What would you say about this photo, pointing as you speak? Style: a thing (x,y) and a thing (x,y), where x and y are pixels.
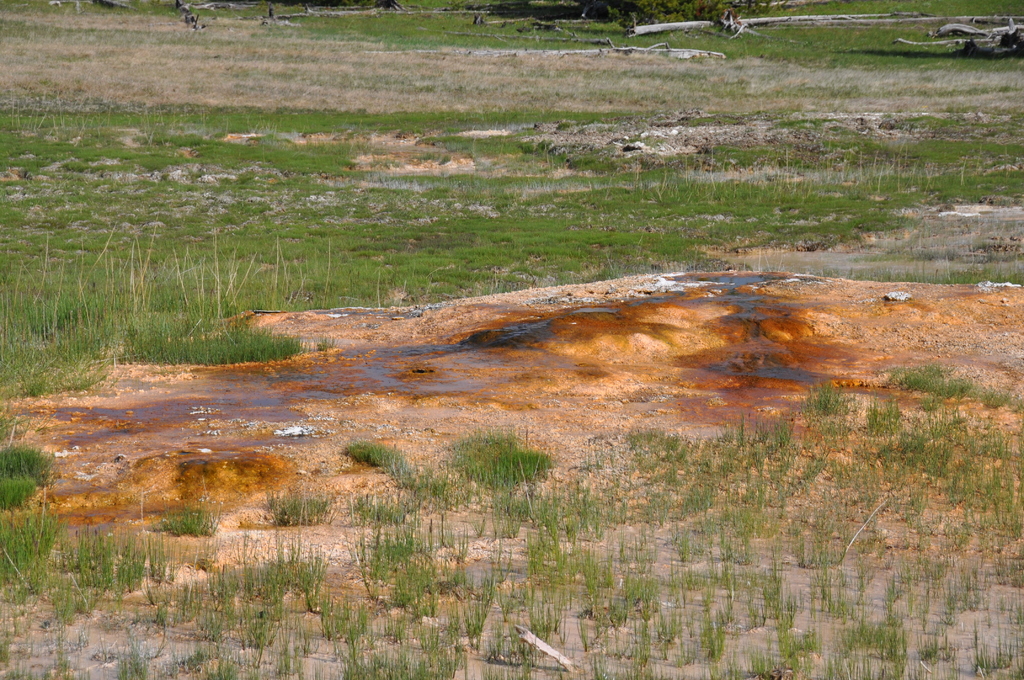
In this image we can see grass (525,491) on the ground (589,245). In the back (312,13) there are tree trunks (819,20).
